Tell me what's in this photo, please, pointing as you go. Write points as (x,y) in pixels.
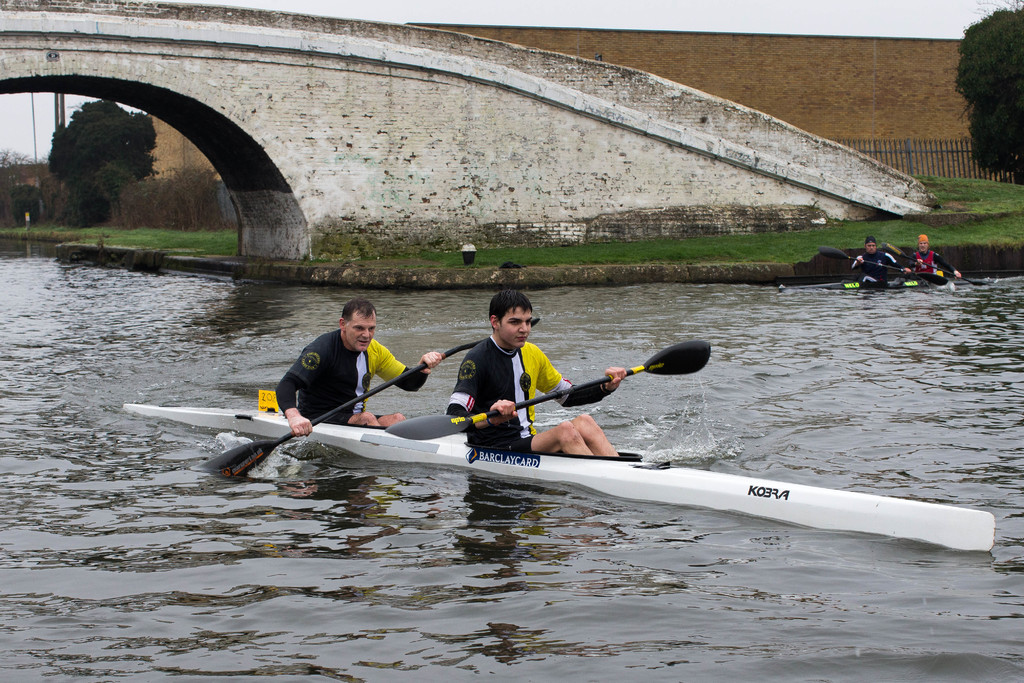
In this there are people (599,436) rowing boats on the water (723,301) and we can see bridge (387,55) and grass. In the background of the image (829,49) we can see trees (12,167), fence (942,151), wall (898,129) and sky (27,110).
